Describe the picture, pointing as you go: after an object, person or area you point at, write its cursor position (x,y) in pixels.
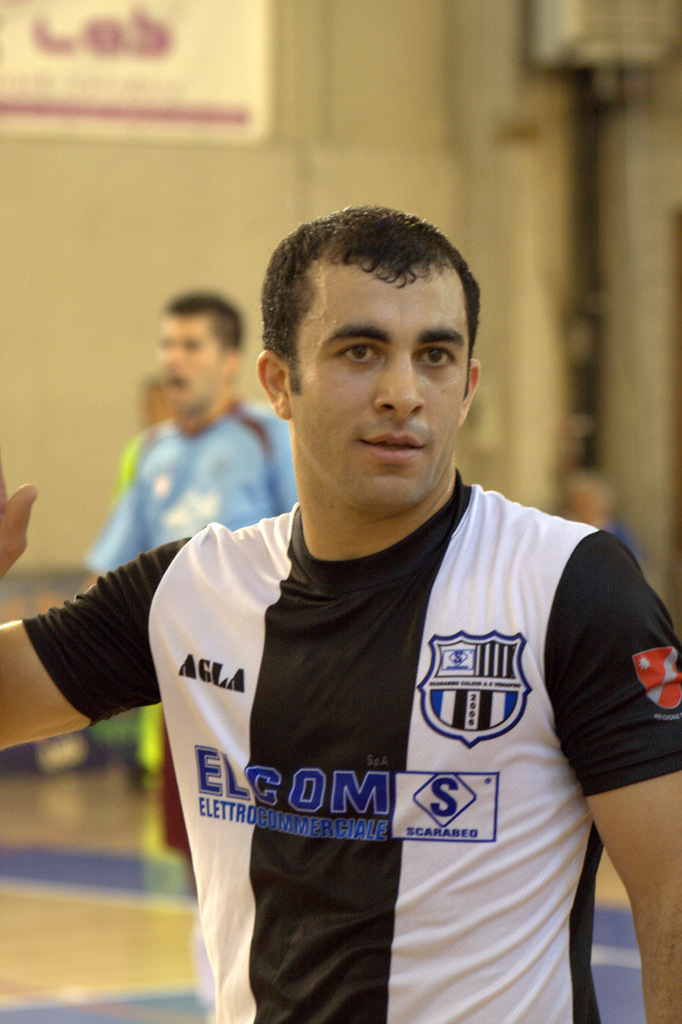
There is one man (401,582) present at the bottom of this image (360,857). We can see another person (155,454) on the left side of this image (156,472). There is a wall (85,458) in the background (449,210). We can see a poster (206,61) attached to the wall (334,67).
